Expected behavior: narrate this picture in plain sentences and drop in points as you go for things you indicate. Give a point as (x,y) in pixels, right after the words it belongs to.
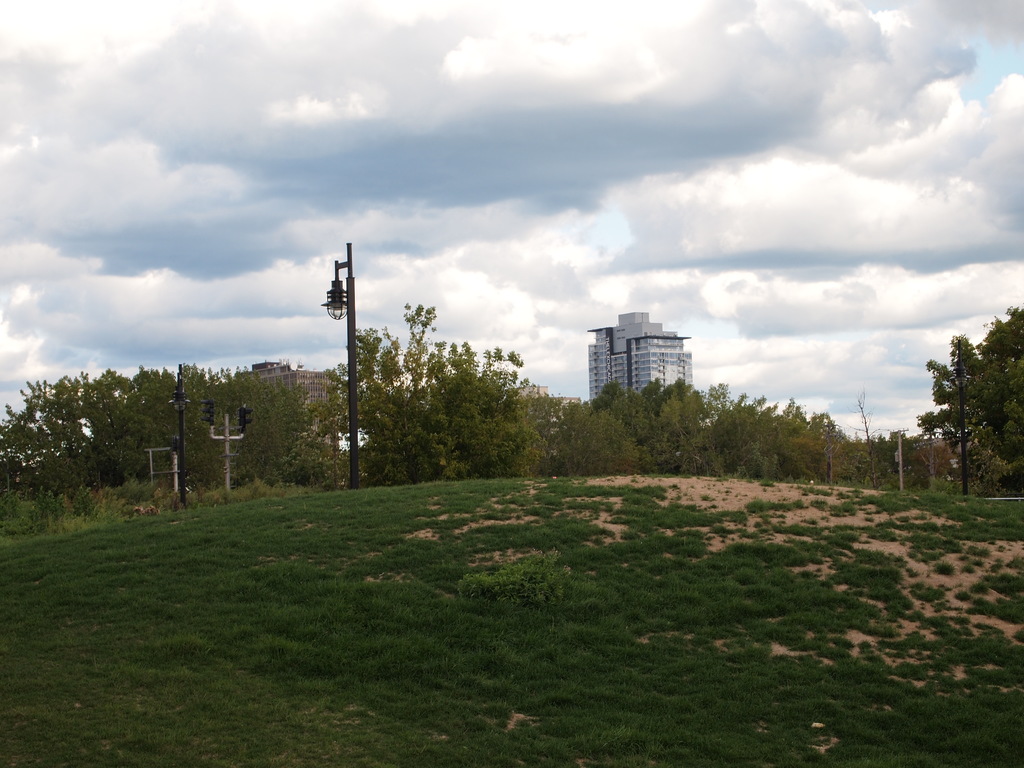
In this image we can see there are some trees (220,459), poles (183,451), lights (180,395), grass (681,692) and buildings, in the background (379,270) we can see the sky (610,112) with clouds (731,97).
